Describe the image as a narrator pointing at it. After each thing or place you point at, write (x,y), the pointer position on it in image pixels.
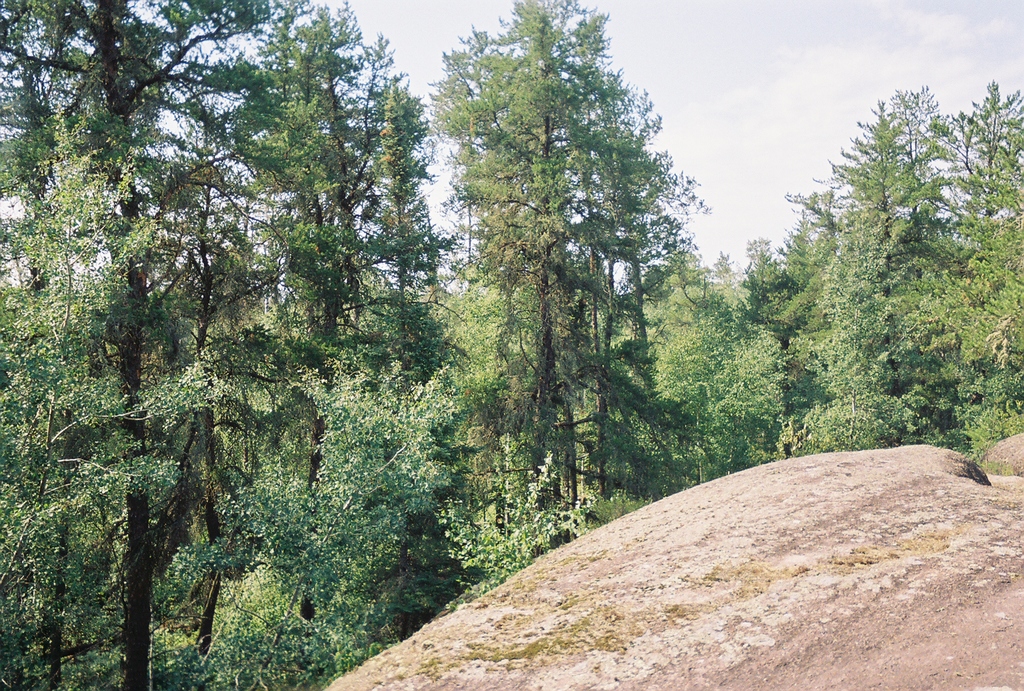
In this image, we can see rocks (754,585) and in the background (364,386), there are many trees (604,301). At the top (751,47), there is sky (788,117).
